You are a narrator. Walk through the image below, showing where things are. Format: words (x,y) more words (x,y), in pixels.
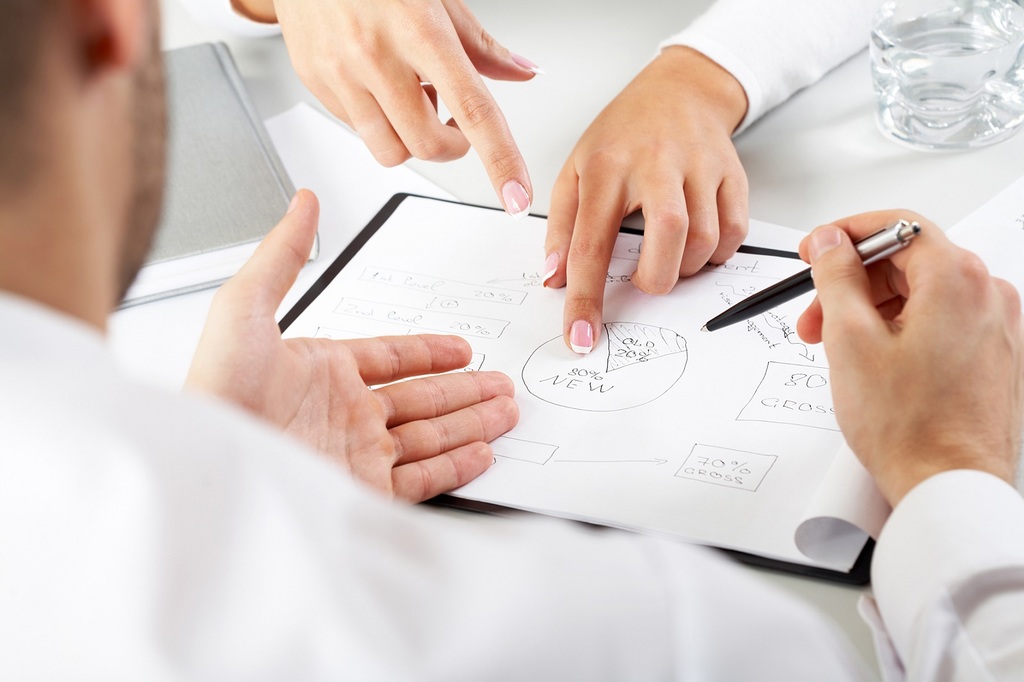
In this picture, it seems to be there is a book (544,437) in the center of the image (669,327) and there is a lady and a man (147,178) those who are placing their hands (203,328) on the book (425,217) and there is another book (260,171) and a glass (912,88) in the image.
